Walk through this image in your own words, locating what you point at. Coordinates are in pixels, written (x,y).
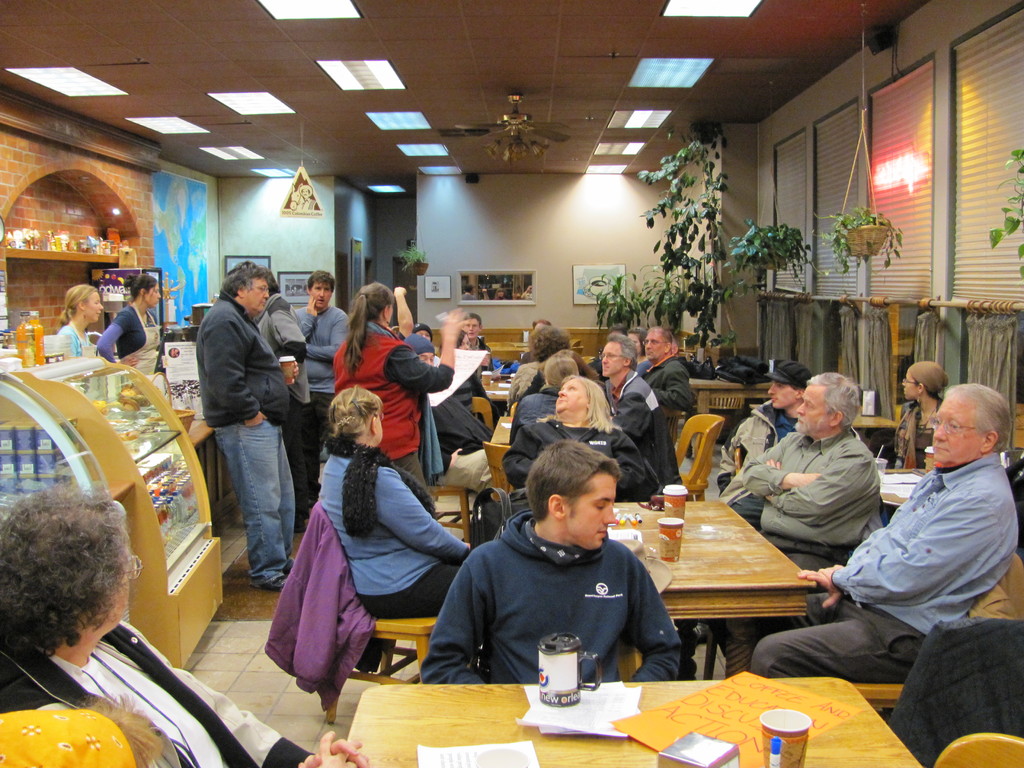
A group of people (917,526) are sitting together on the chairs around dining tables (742,630) on the right side (683,327) there is a tree (681,319) at the top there is a light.
